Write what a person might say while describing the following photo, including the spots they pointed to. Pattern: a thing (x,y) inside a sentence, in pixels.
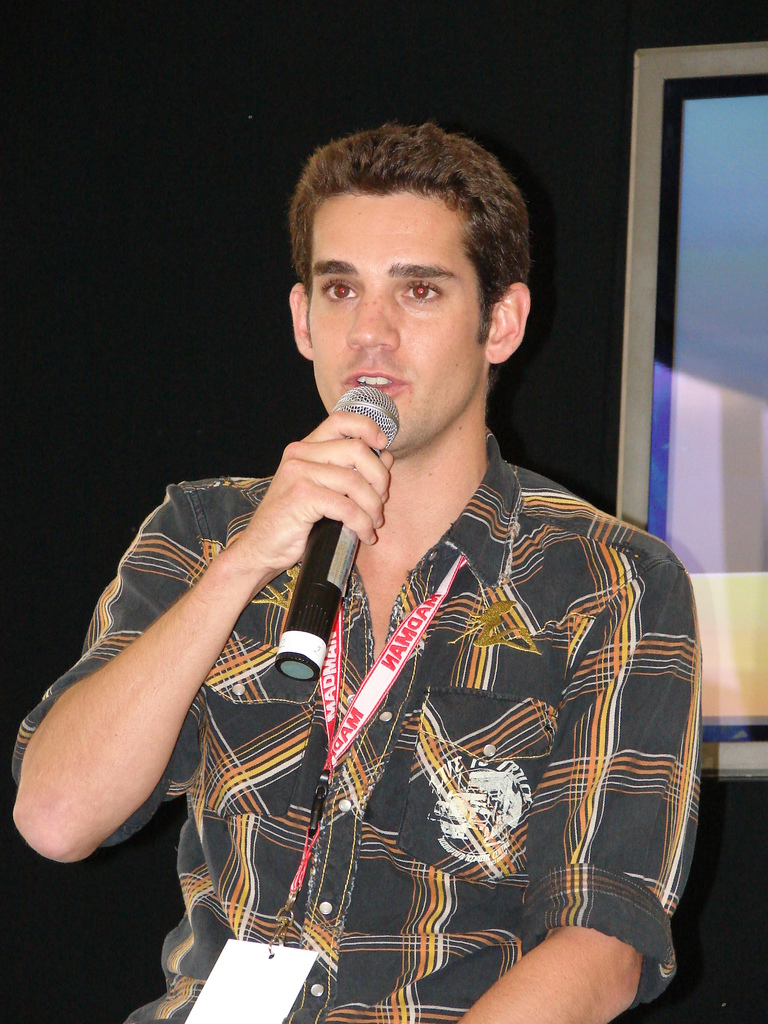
In this image, we can see a person (559,495) wearing an ID card (362,707) and holding a mic (371,408) with his hand (366,426). There is a photo frame (660,476) on the right side of the image (692,475).
